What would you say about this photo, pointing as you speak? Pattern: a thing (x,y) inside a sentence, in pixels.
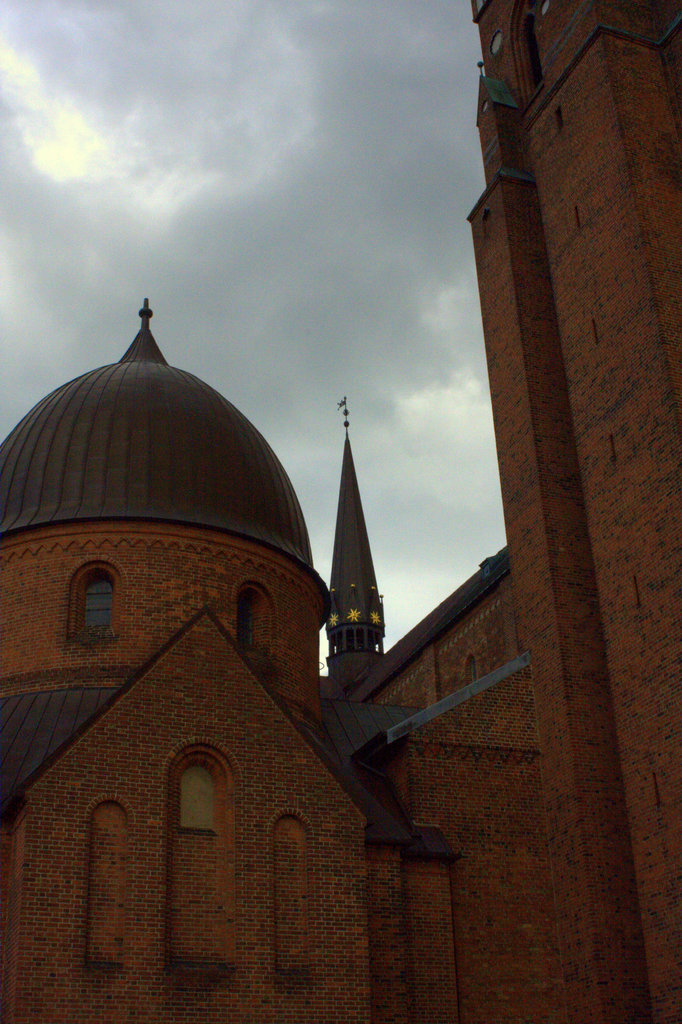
In this image we can see buildings (275,573), windows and clouds (174,222) in the sky (245,315).
